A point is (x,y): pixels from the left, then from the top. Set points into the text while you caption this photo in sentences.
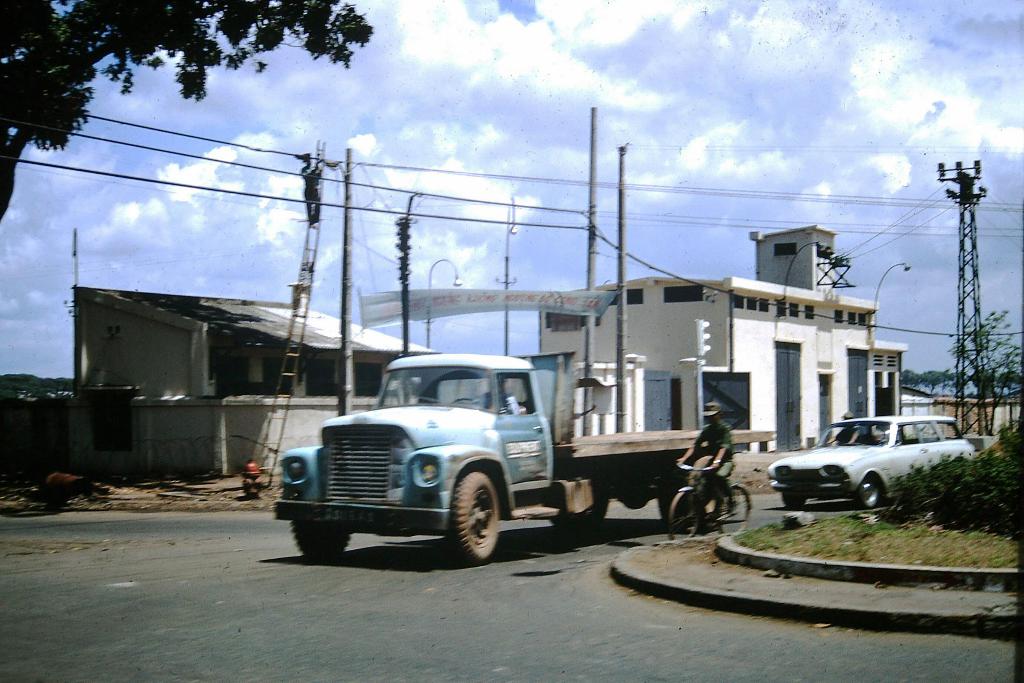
At the bottom (581,563), we see the road (581,563). On the right side (884,518), we see the trees (946,488), grass (873,557) and a footpath (787,586). Beside that, we see a man (710,461) riding the bicycle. In the middle (632,451), we see the vehicles (625,447) moving on the road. Beside that, we see a man (312,168) is standing on the ladder (302,270) and he might be repairing the electric poles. On the left side (257,472), we see the trees (90,34) and a fire hydrant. There are trees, buildings (315,321), electric poles (352,355), street lights (873,324) and a power transformer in the background (715,354). At the top (537,128), we see the sky (537,128) and the clouds (464,127).
